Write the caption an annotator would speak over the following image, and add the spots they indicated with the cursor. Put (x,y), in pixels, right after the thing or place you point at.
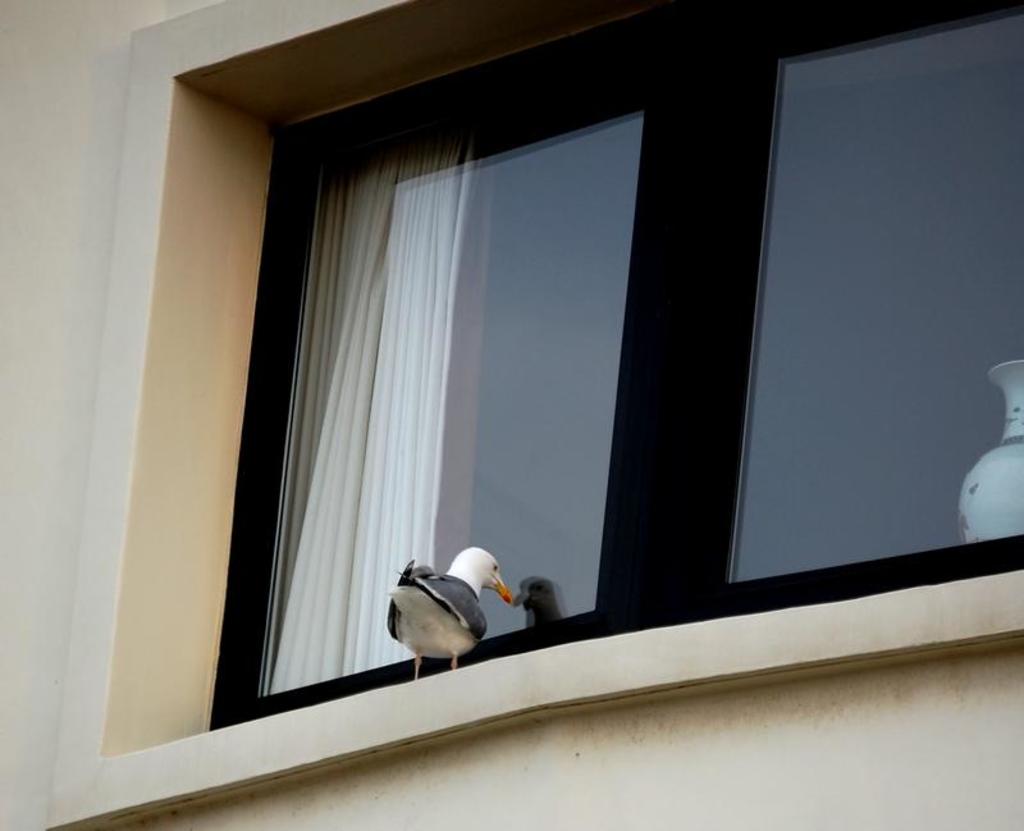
In this image we can see a bird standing near the window (658,60), on the left side (84,139) we can see the wall (103,621) and on the right side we can see a pot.
